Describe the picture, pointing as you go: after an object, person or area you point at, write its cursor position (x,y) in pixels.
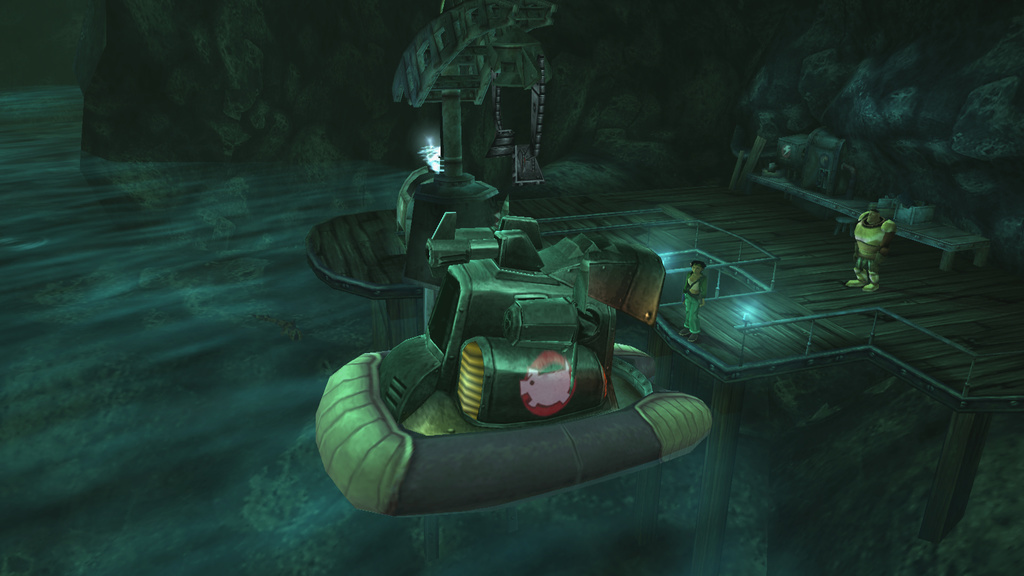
This is an animation in this image there are two toys (867,256) and some rocks (317,103). In the center (529,312) there are some machines (506,330), and on the right side (863,312) there is a walkway (805,254) and some lights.
